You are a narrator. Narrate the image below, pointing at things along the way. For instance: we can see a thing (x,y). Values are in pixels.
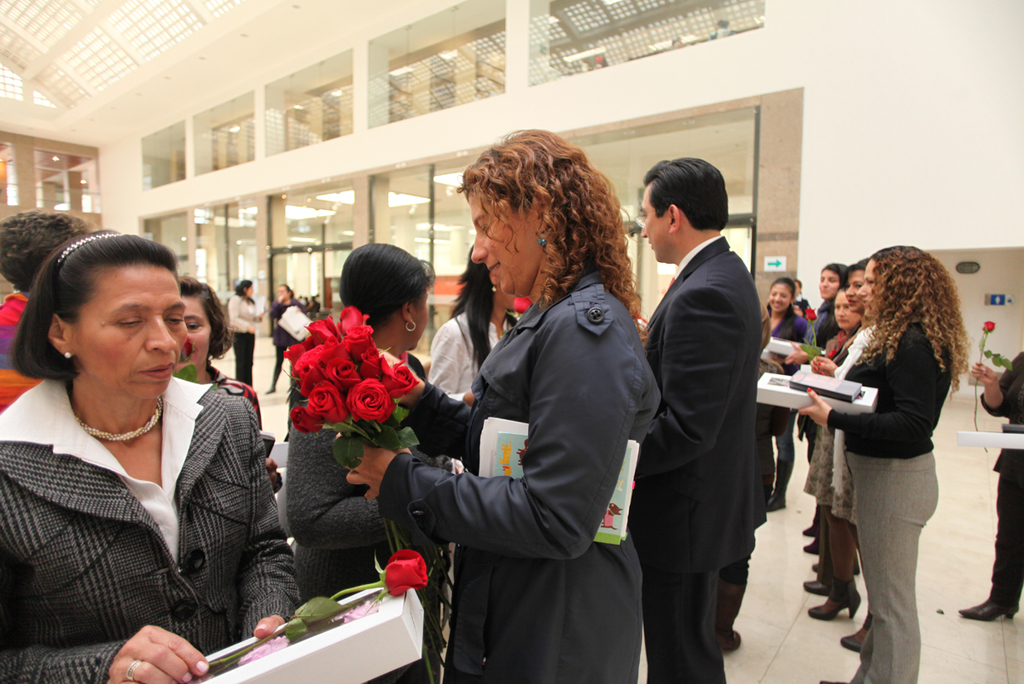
In the picture I can see group of people (550,461) are standing. These people (298,507) are holding flowers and other objects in their hands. In the background (297,187) I can see glass wall (347,230) and white color wall (858,216).
